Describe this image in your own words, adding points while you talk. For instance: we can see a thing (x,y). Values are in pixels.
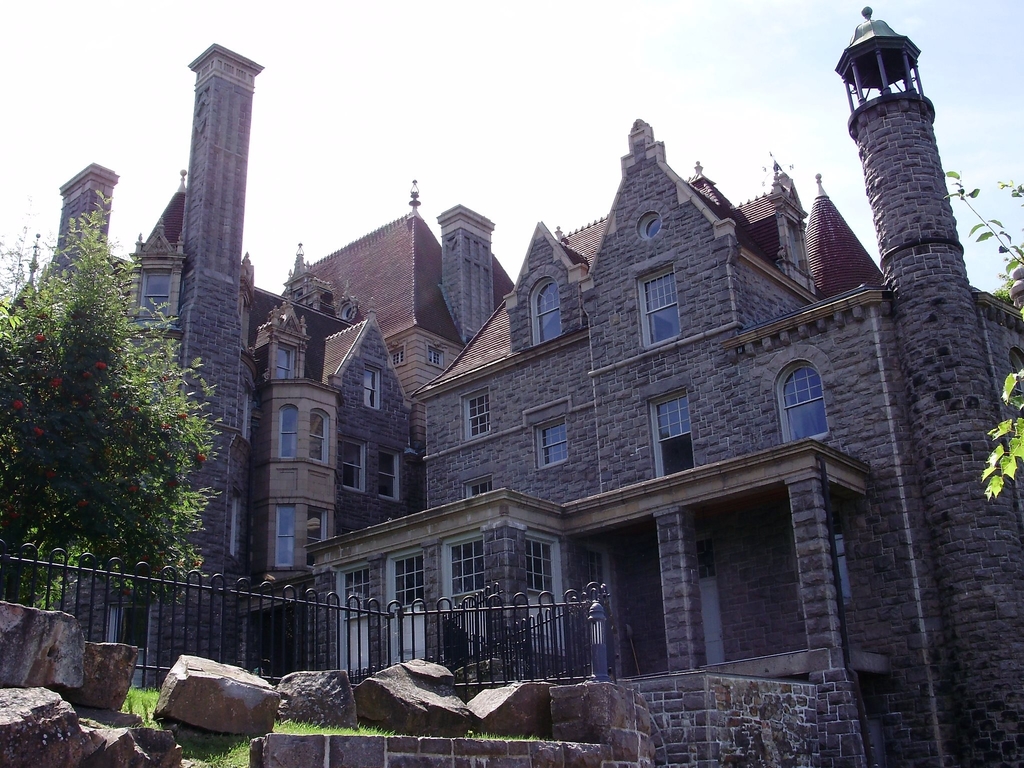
There is a building (367,377) with windows (372,407), brick wall (569,452), pillars (685,568). In front of the building (297,500) there is a railing (316,602). On the left side (83,427) there is a tree (121,469). On the ground (136,710) there are rocks (273,705) and grass (200,743). In the background (592,42) there is sky (579,73).
